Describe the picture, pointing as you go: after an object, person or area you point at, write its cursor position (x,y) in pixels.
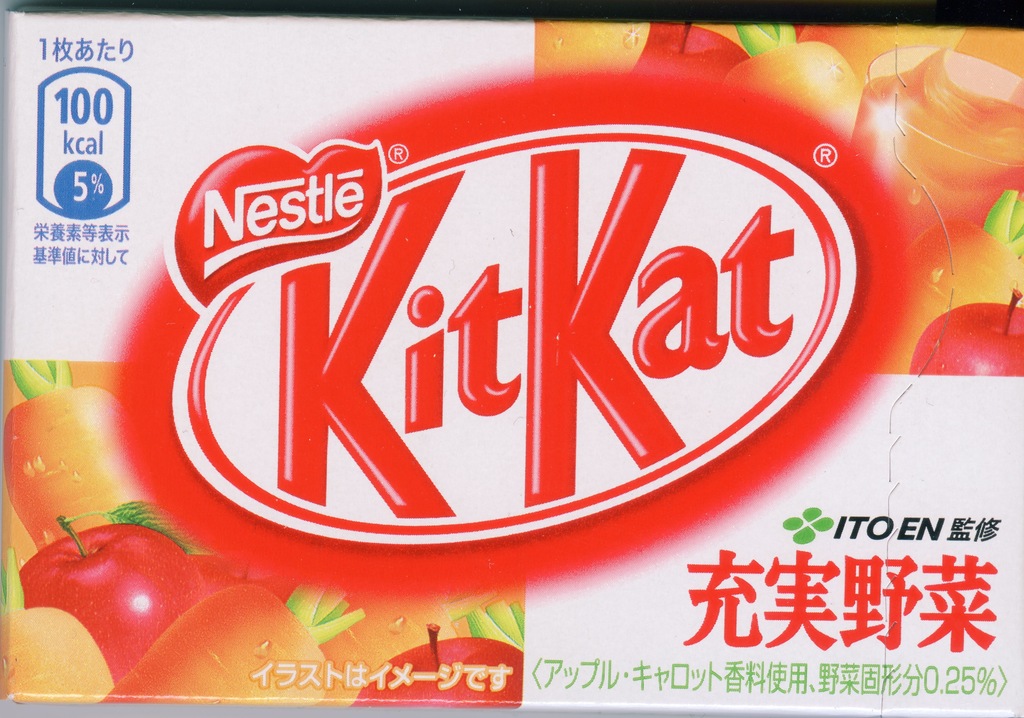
It is a zoomed in picture of a kitkat pack (654,337) and on the pack (394,451) we can see the images (233,616) of fruits (394,625). We can also see the text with the calories.
